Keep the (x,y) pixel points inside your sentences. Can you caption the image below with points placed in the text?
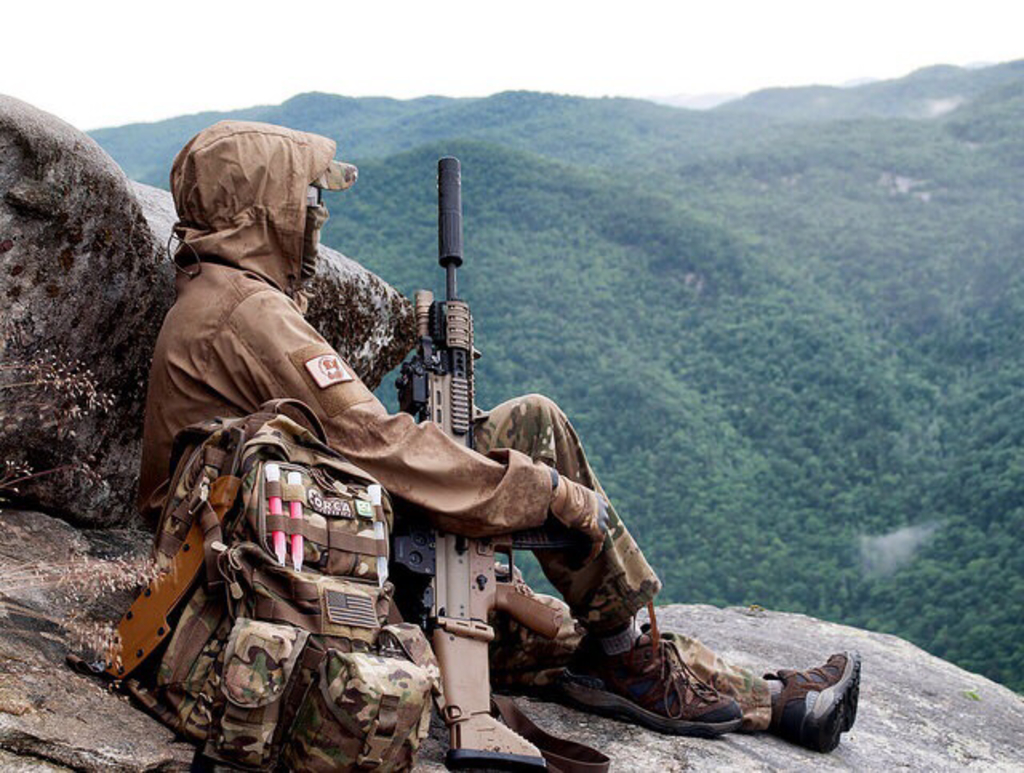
In the foreground (425,516) we can see a person (207,203) sitting on a rock (948,710), beside him there are backpack (322,544) and a sniper gun (453,694). In the middle of the picture (491,280) we can see hills (758,204) which are covered by trees (665,161). At the top (455,34) there is sky (468,47).
